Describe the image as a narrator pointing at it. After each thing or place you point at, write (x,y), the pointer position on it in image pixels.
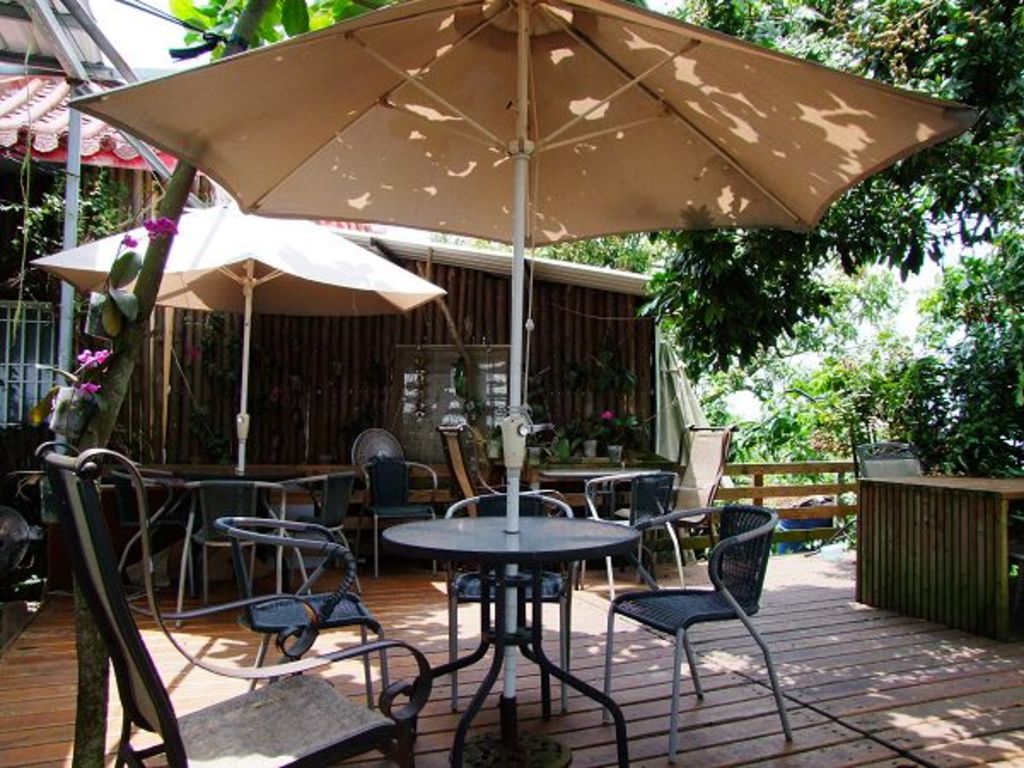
In this picture we can see few chairs (471,513), tables (492,528) and an umbrellas (285,153), in the background (615,407) we can find a house (328,401), metal rods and trees (843,293).
